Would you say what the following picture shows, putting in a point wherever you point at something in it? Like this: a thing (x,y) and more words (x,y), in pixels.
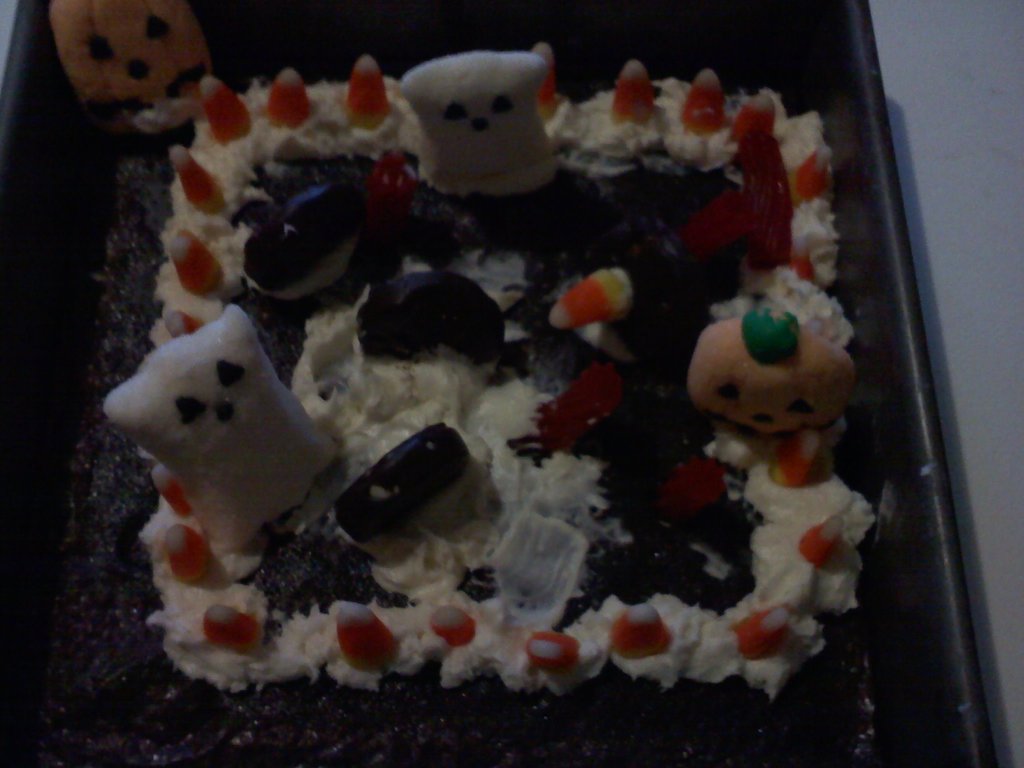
In this picture we can see cake (583,128) and toys (160,348) in a container (46,503) and we can see wall (955,274).
